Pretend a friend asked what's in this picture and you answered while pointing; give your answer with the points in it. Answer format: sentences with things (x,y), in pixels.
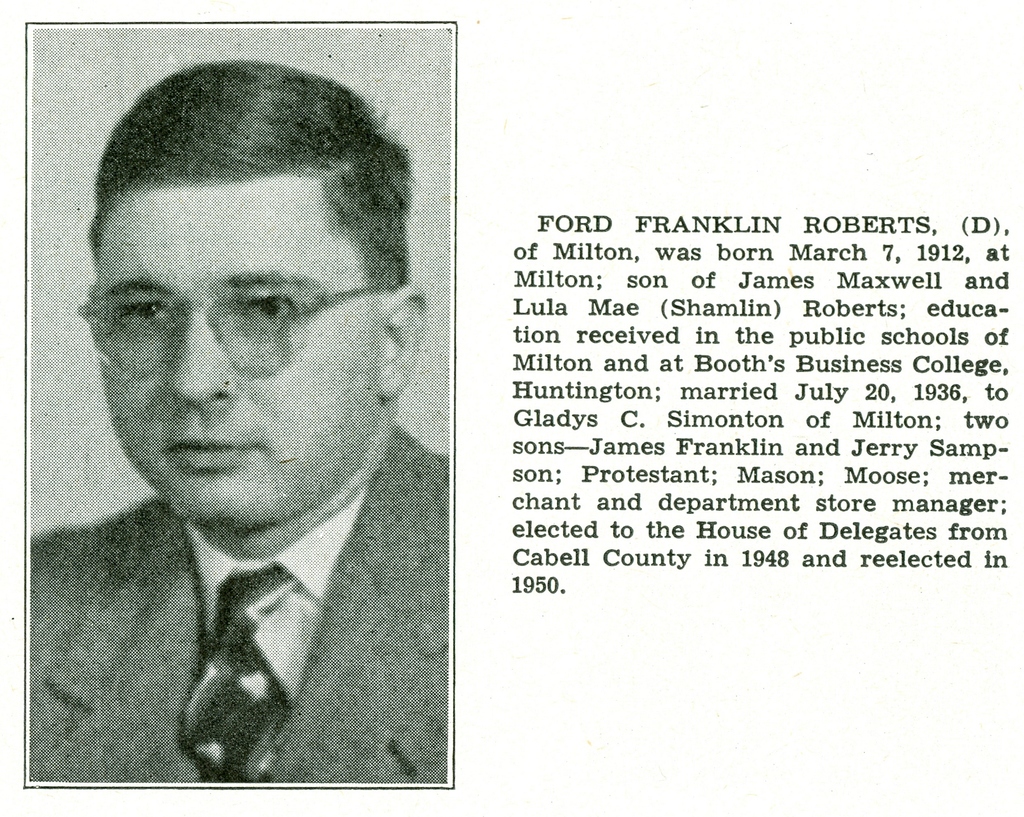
It is a magazine (547,474). In this image, we can see a human picture (236,478). He is in a suit (327,698) and wearing glasses (237,319). On the right side (997,466), we can see some text (701,478). It represents biography.
